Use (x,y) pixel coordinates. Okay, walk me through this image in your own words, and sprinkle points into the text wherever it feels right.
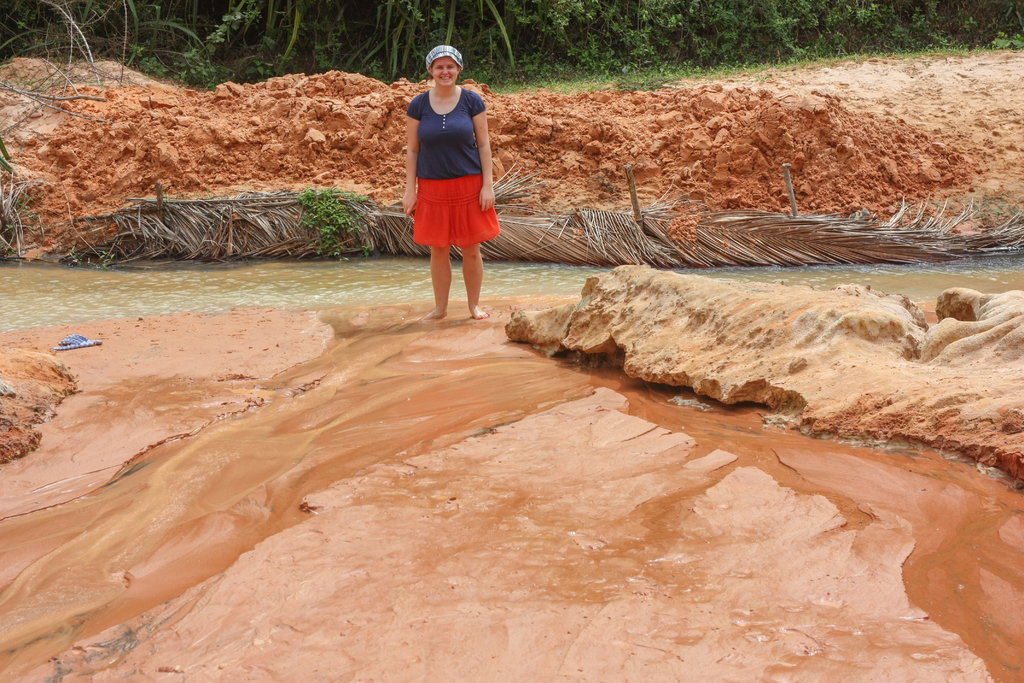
In the picture we can see a woman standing on the muddy path (430,466) and she is in blue dress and red skirt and behind her we can see water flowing and behind it, we can see red sand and on the top of it we can see the grass surface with many plants (467,76).
